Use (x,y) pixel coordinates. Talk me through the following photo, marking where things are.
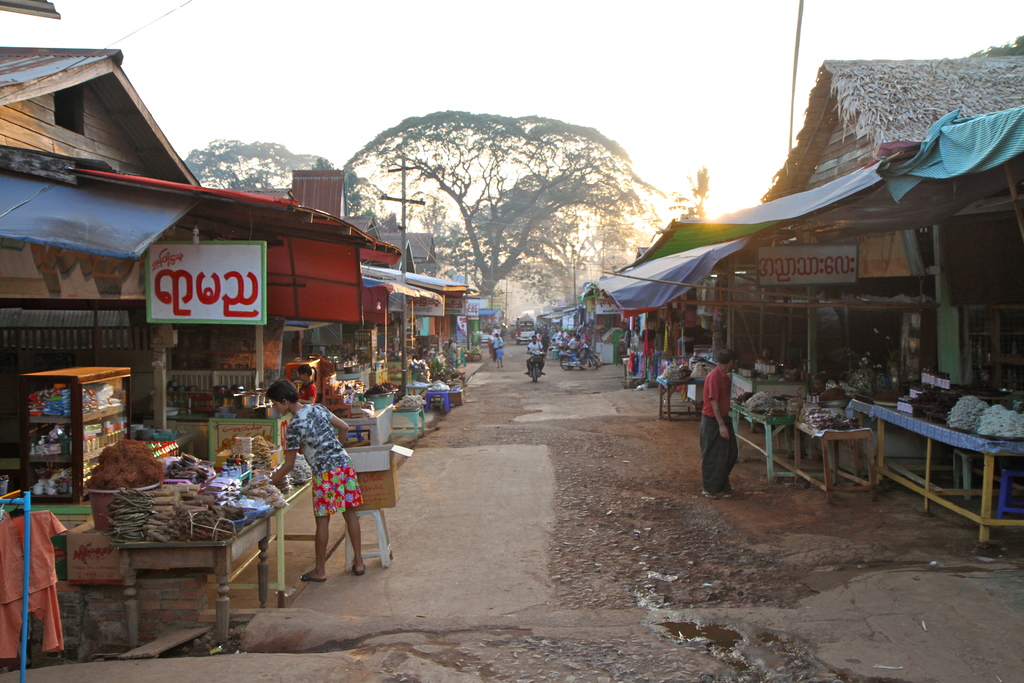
This is a picture taken in the outdoors. It is sunny. There are group of people (322,473) standing on the road (724,510) and a person (538,349) is riding a bike (528,374). There are shops (392,311), in shops (171,371) there are tables (207,547) on the table (225,552) there are some items (197,520), cloth (32,563), boards (250,279), pole (405,233) and rooftop (804,135). Behind the shops (471,332) there are trees (512,221) and sky (434,53).
